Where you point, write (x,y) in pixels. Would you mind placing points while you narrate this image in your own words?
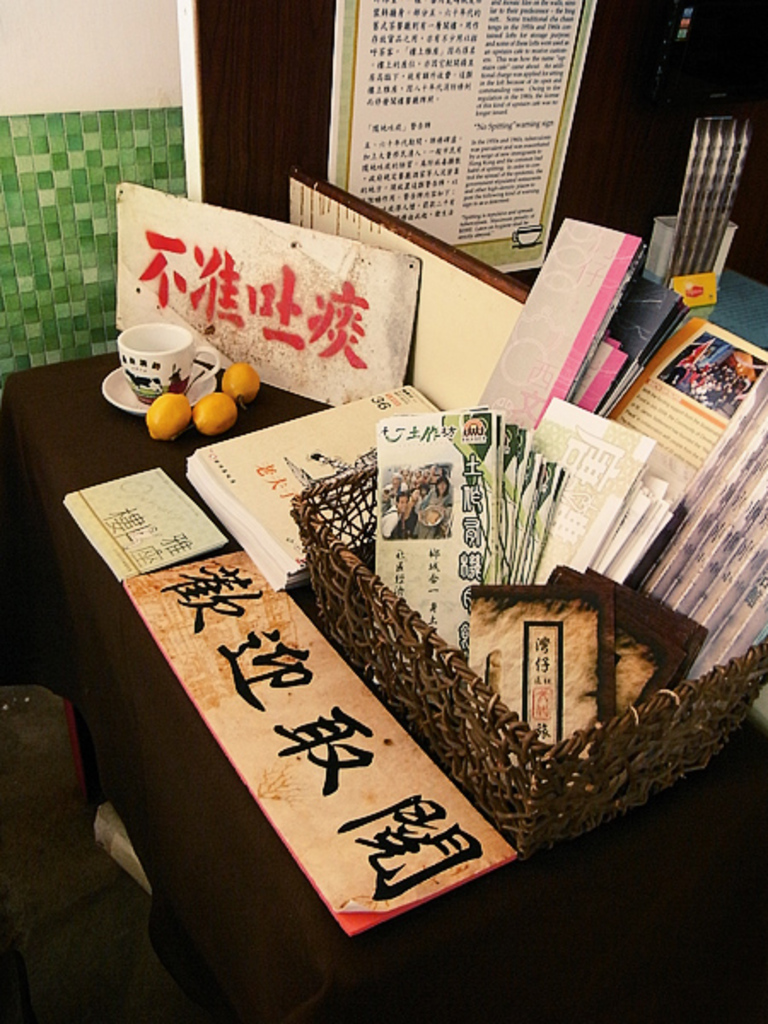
In the image we can see wooden basket (475,719). In the basket (603,728) we can see there are books (555,541). Here we can see a cup (152,371), saucer (125,400), three oranges (183,403) and a board (235,350). Here we can see the poster (390,94) and the wall (89,63).
